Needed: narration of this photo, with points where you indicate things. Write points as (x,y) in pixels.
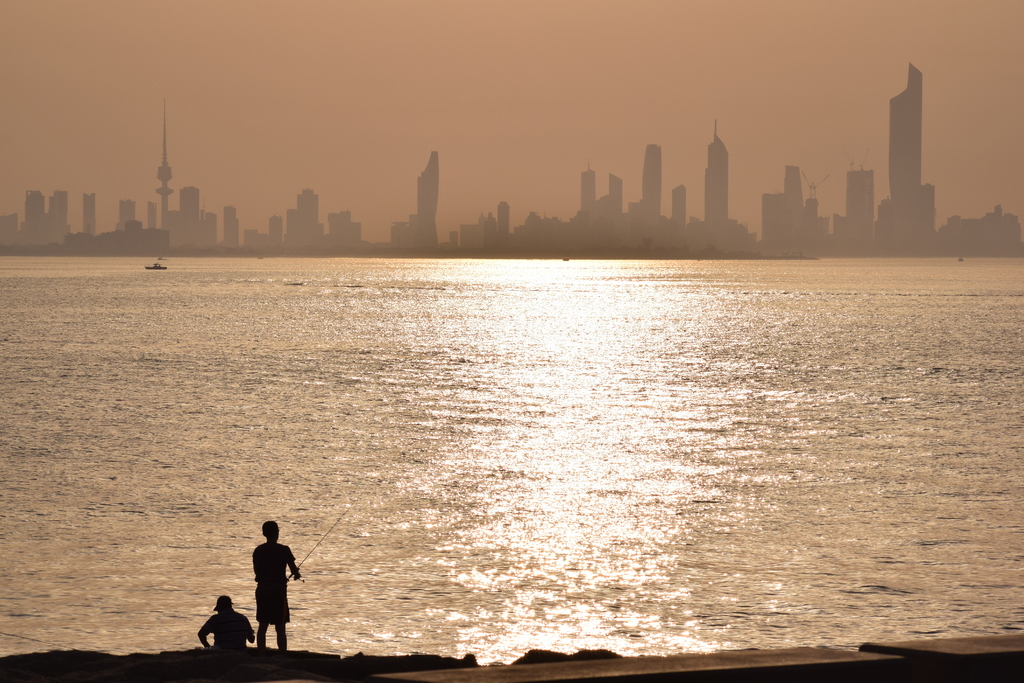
In this picture I can see there is a man (266,581) standing and holding the fishing stick (302,579) and there is another person (232,628) sitting here. There is a ocean (368,625) and there are buildings (191,241) in the backdrop (312,289).
